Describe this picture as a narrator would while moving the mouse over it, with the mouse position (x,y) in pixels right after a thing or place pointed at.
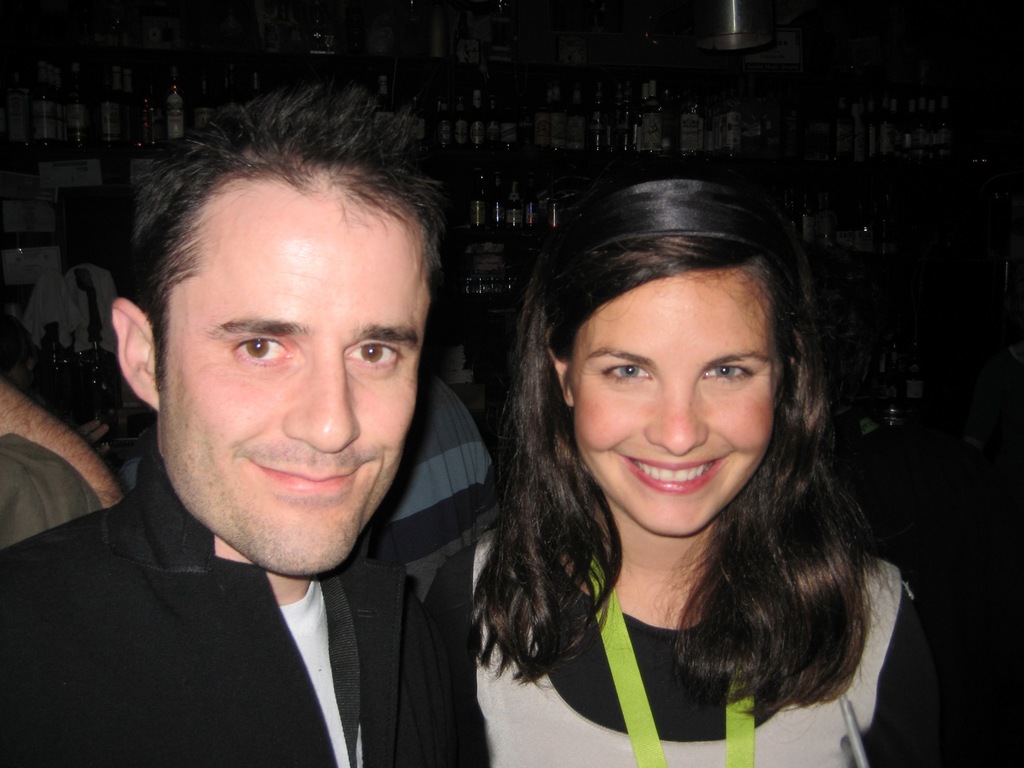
In this picture we can see a man (198,612) and a woman (756,602) smiling. Few people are visible at the back (87,497). We can see many bottles (943,136) arranged on the shelves (165,57).
